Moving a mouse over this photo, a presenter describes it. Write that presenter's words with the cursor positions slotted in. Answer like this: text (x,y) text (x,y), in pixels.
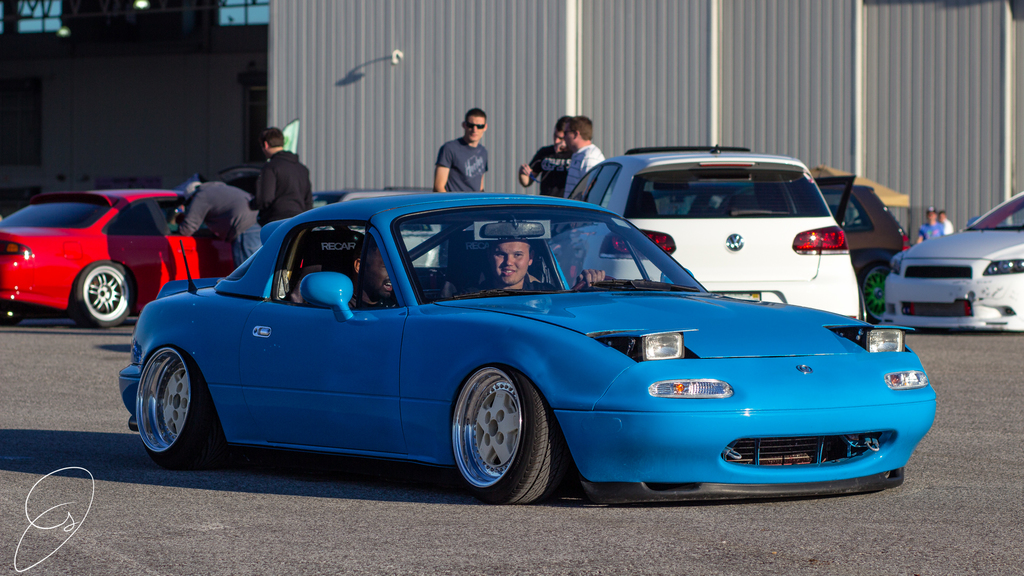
In this image I can see people (463,181) among them some are standing and some are in cars (488,309). In the background (515,81) I can see a wall (559,78) and some other object (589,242) on the ground (58,524). Here I can see a watermark (42,518) on the image.
